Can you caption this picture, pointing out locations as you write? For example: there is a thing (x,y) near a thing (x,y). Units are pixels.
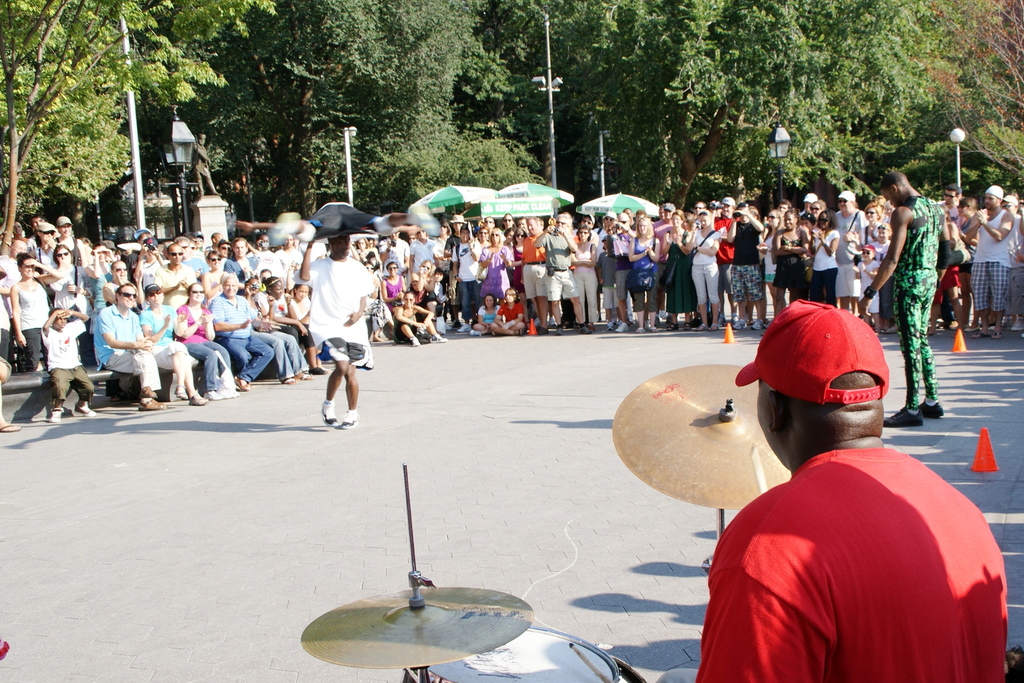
In the image I can see a person (726,604) who is playing the drum (565,676) and also I can see some other people (431,335), poles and some trees (743,84) around.
